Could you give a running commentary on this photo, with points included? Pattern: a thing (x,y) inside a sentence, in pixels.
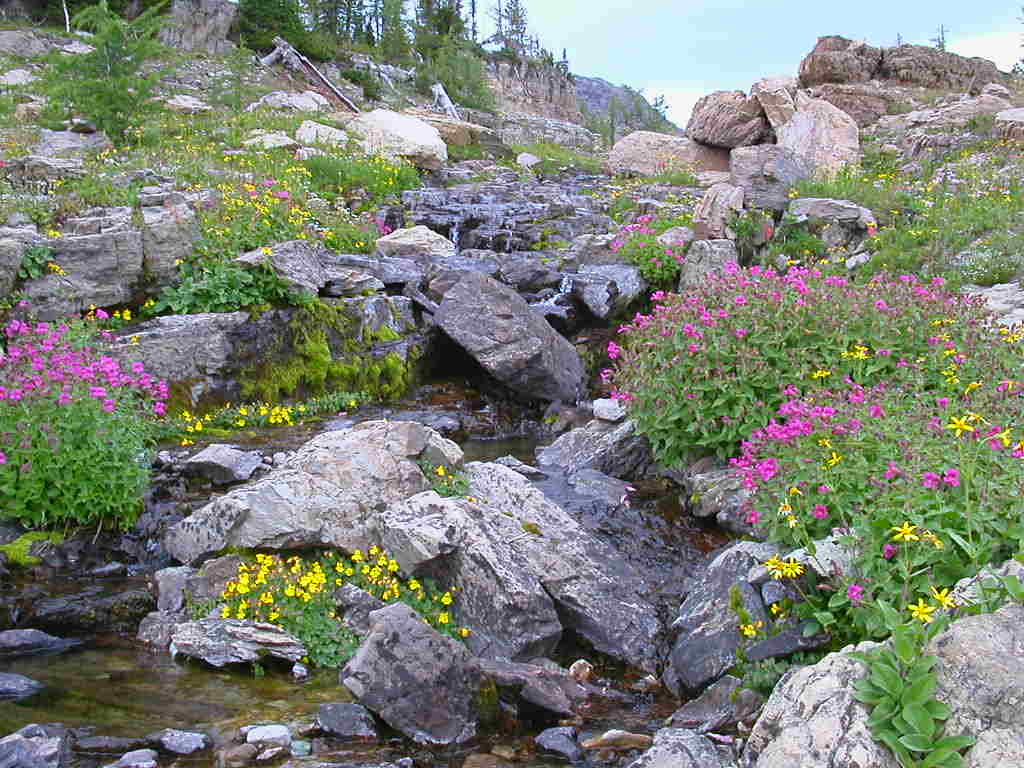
In this image at the bottom (791,694) there are some plants (30,412), flowers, rocks (501,535) and some water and in the background (828,122) there are some rocks (834,119). At the top of the image (671,39) there is sky (688,59).
